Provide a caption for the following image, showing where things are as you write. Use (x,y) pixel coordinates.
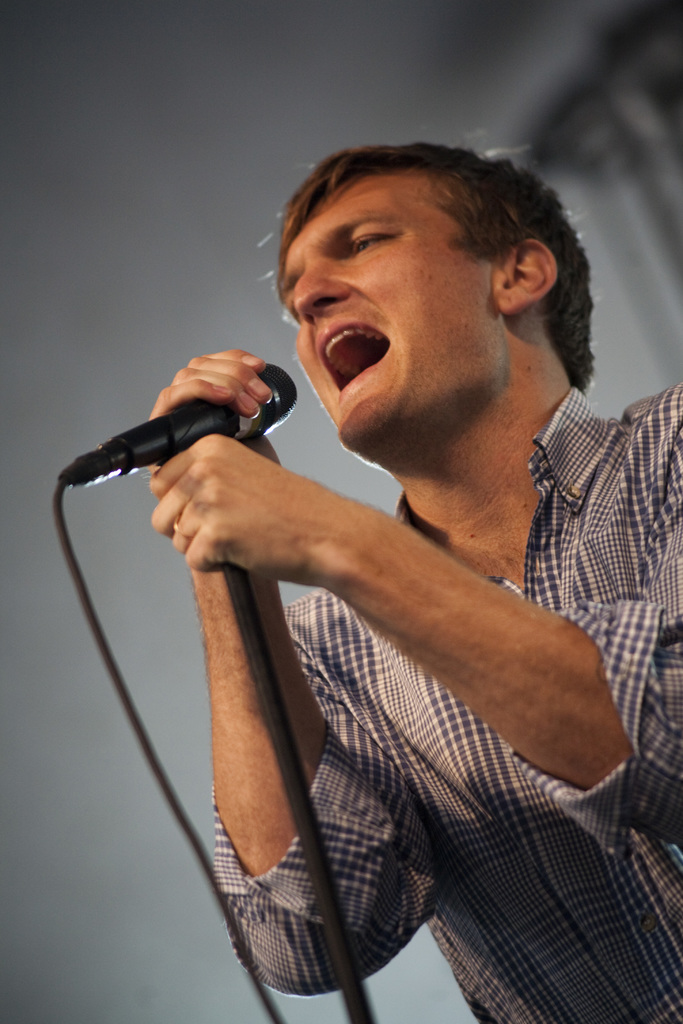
Bottom right side of the image (544,899) a man (416,325) is standing and holding a microphone (247,423) and singing.
